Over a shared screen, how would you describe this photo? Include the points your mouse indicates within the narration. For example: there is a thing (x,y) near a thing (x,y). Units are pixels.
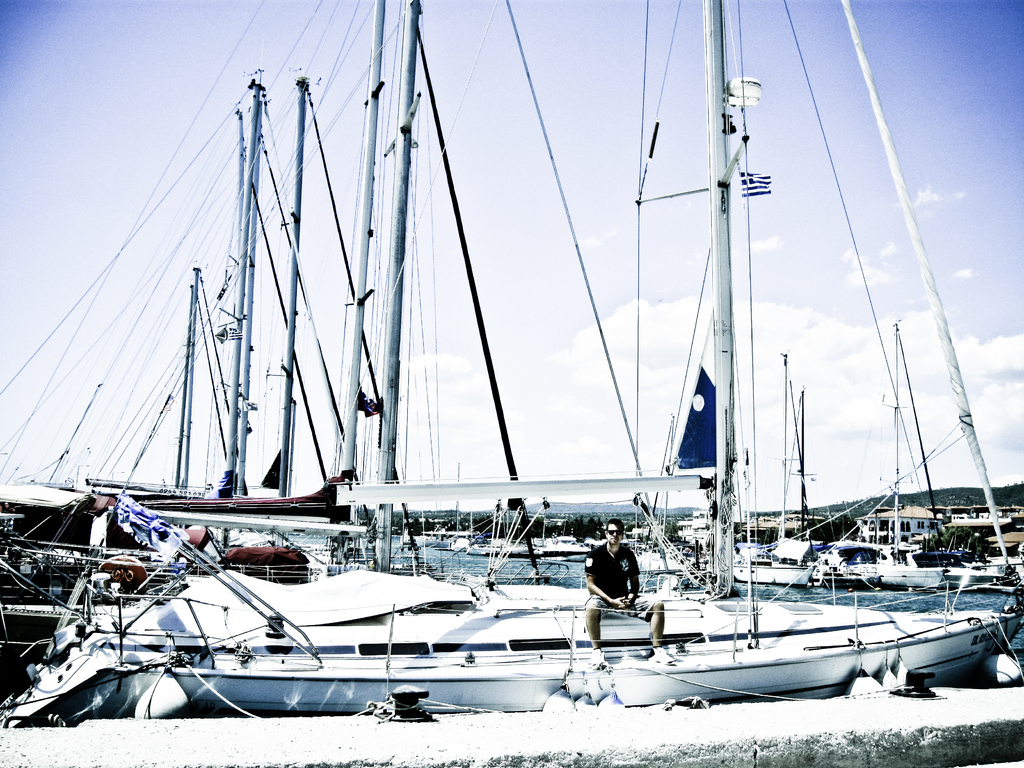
In this image we can see ships (262,631) on the water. In the center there is a man (621,591) sitting in the ship (604,696). On the right (1012,499) there are hills (1016,498). In the background (559,285) there is sky (522,219).
